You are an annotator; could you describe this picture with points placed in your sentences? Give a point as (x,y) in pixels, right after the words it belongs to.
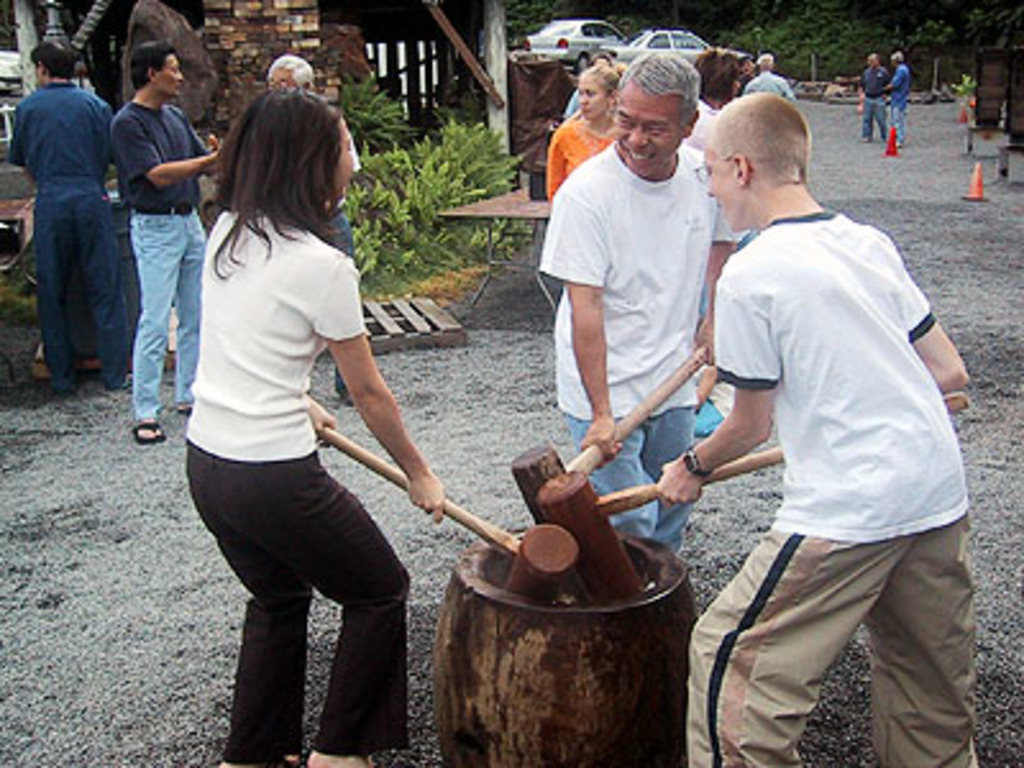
In this image we can see a few people (603,127), among them, some are holding the objects (579,459), there are trees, vehicles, plants (376,215), traffic cones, table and some other objects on the ground (71,459), also we can see a shed (371,6).
